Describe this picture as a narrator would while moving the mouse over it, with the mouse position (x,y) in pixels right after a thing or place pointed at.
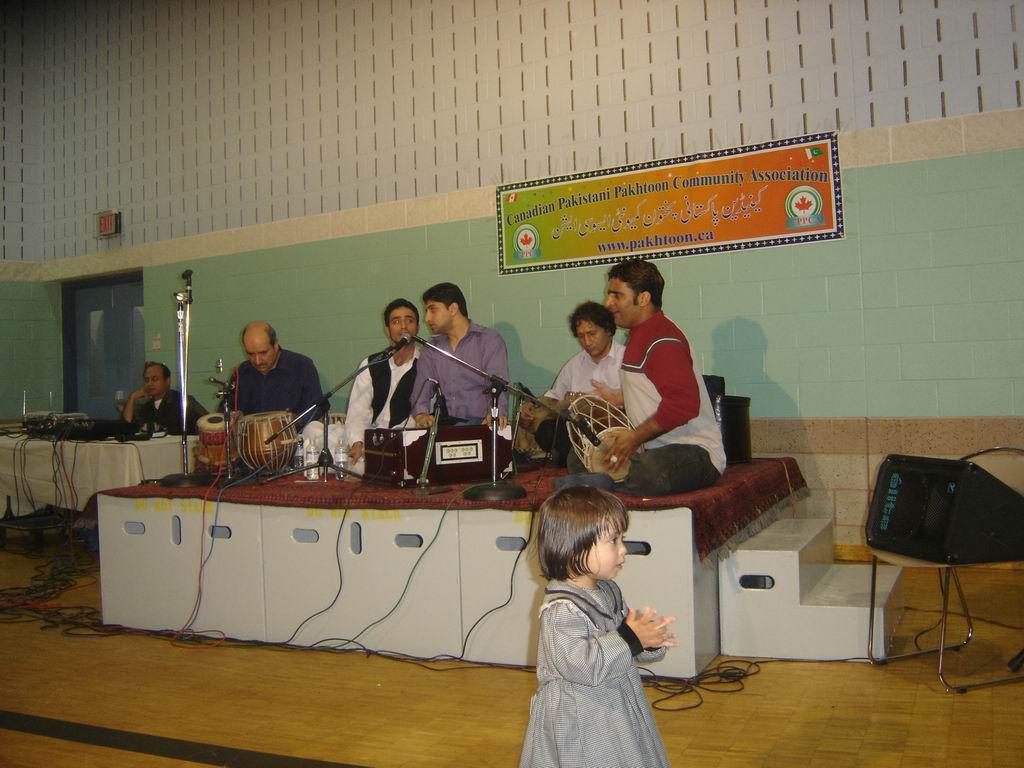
This picture is taken inside the room (450,386). In this image, in the middle (560,491), we can see a girl (561,712) standing on the floor (451,746). In the middle of the image (376,510), we can see a stage (396,504), on the stage (439,489), we can see a group of people (434,357) sitting and playing the musical instrument (600,445) in front of a microphone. On the right side (997,552), we can see a chair (869,655), on the chair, we can see a black color object (1004,540). On the left side (169,382), we can also a man (164,408) sitting in front of the table (72,426), on the table (67,442), we can see a white color cloth (118,452) and some electronic instrument (60,419), electrical wires (55,446). In the background (674,173), we can see a board (643,189), on the board (598,188), we can see some text (676,210) and pictures (793,215). On the left side (134,324), we can also see a door (103,331) which is closed. In the background (237,265), we can see a wall (576,88), at the bottom (723,664), we can see some electrical wires (20,609) on the floor (67,717).
